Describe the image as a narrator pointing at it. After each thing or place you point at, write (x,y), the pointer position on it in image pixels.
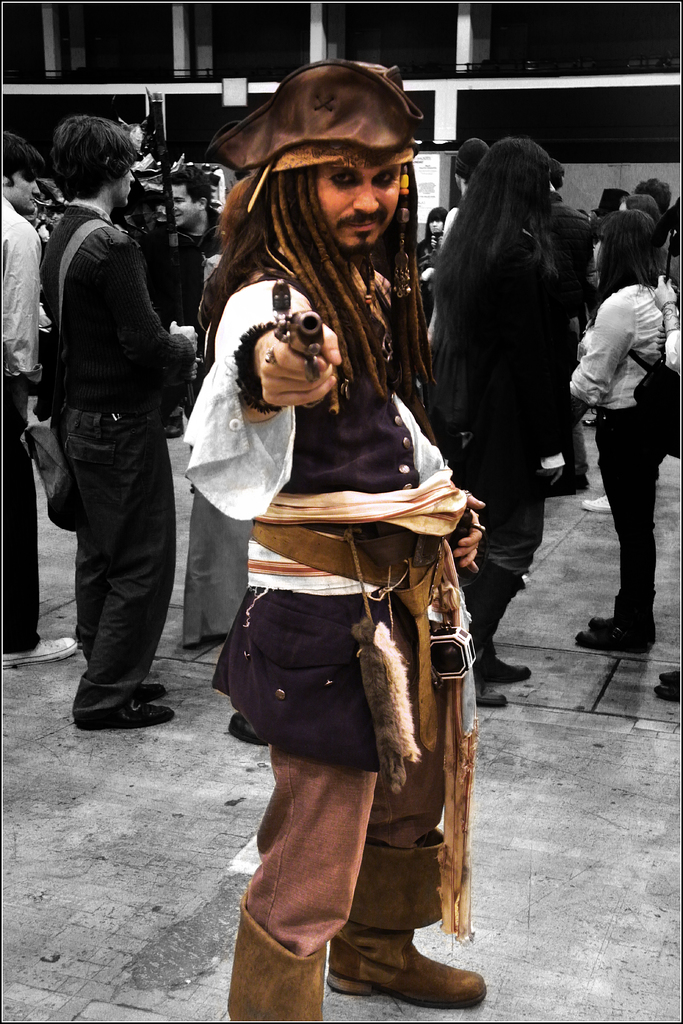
In the foreground of the picture (280,931) I can see a man (258,281) standing on the floor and he is in the filmy costume (237,303). There is a cap (369,108) on his head (348,114) and he is holding a pistol (298,322) in his right hand (271,332). In the background (13,414), I can see a few persons (472,261) standing on the floor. I can see the building (360,26) at the top of the picture (503,67).
